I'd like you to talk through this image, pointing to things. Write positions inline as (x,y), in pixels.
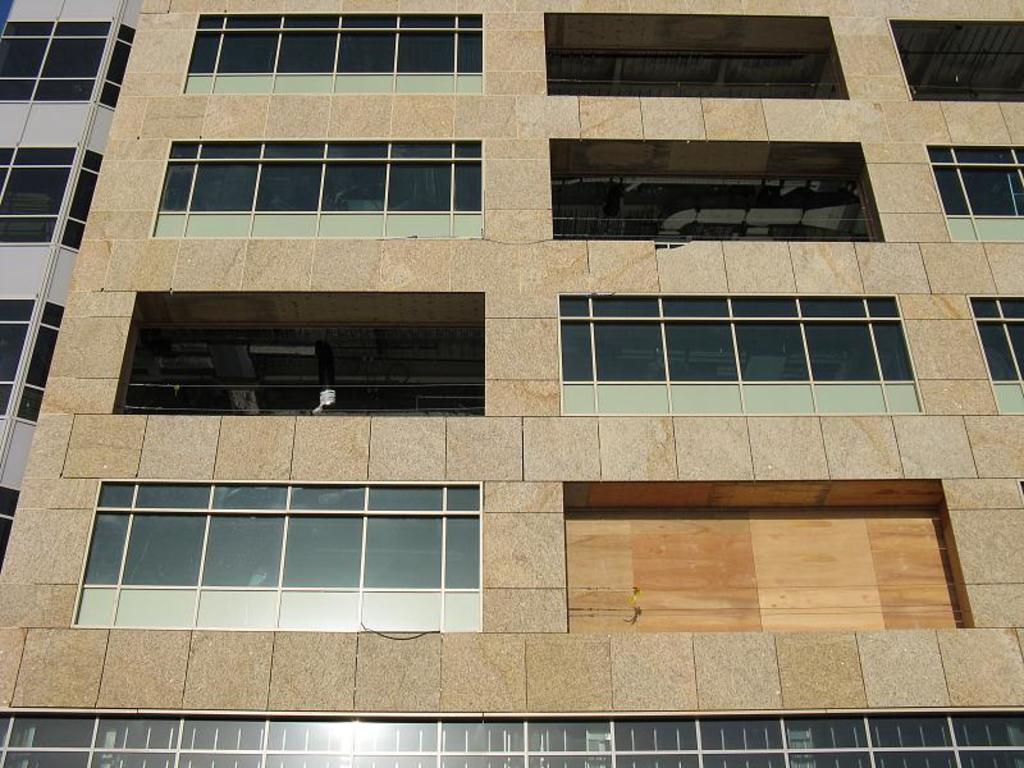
In this picture, we see a building (632,287). It has glass windows (390,561). On the left side (103,73), we see a building (32,198) in white and black color.
